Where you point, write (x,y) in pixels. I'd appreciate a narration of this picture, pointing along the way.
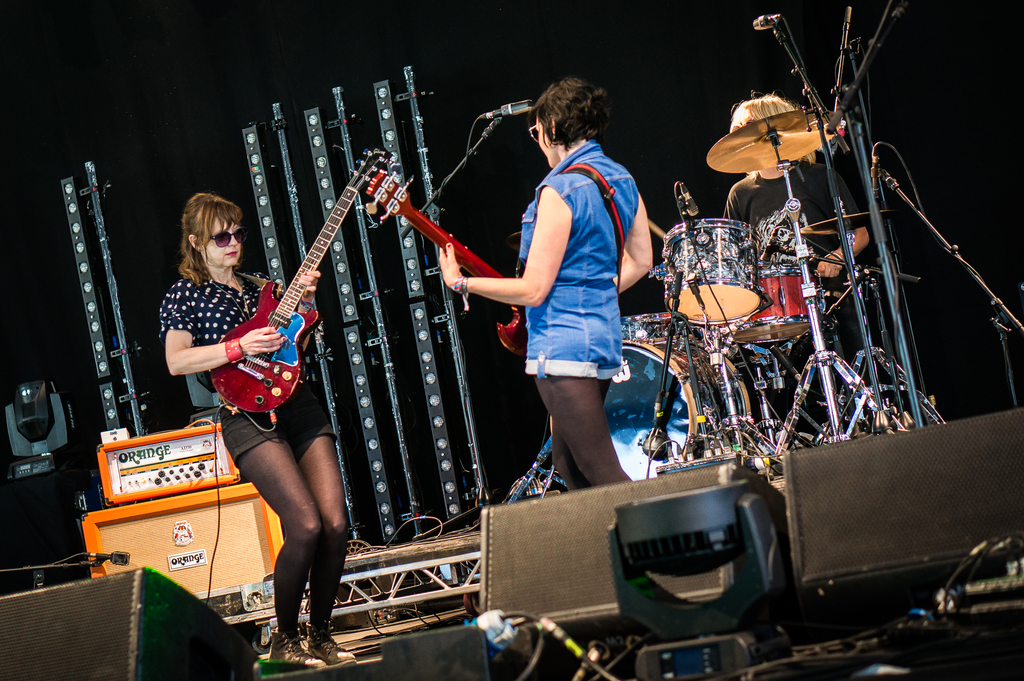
In this image, there are a few people (551,310) holding some objects (259,383). We can see some musical instruments (719,284) and microphones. We can see some objects (186,474) on the left (69,620) and some objects (69,620) at the bottom (53,608). We can also see the dark background (308,10). We can see some metal objects (859,378).
